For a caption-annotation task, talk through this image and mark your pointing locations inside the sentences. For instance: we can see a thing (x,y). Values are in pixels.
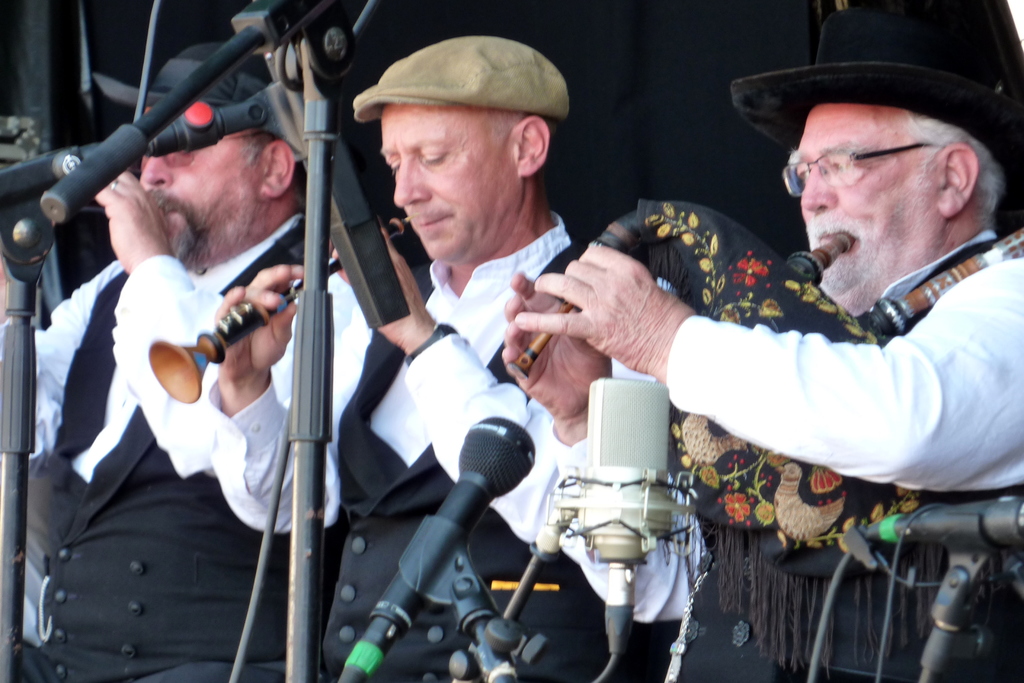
In the foreground of this image (536,301), there are three men (339,286) standing in black and white dresses (793,390) holding musical instrument (251,306) in the hands (621,325) in front of mics (618,574). Among them one is playing bagpipes (716,458) and another is playing clarinet (197,345).
